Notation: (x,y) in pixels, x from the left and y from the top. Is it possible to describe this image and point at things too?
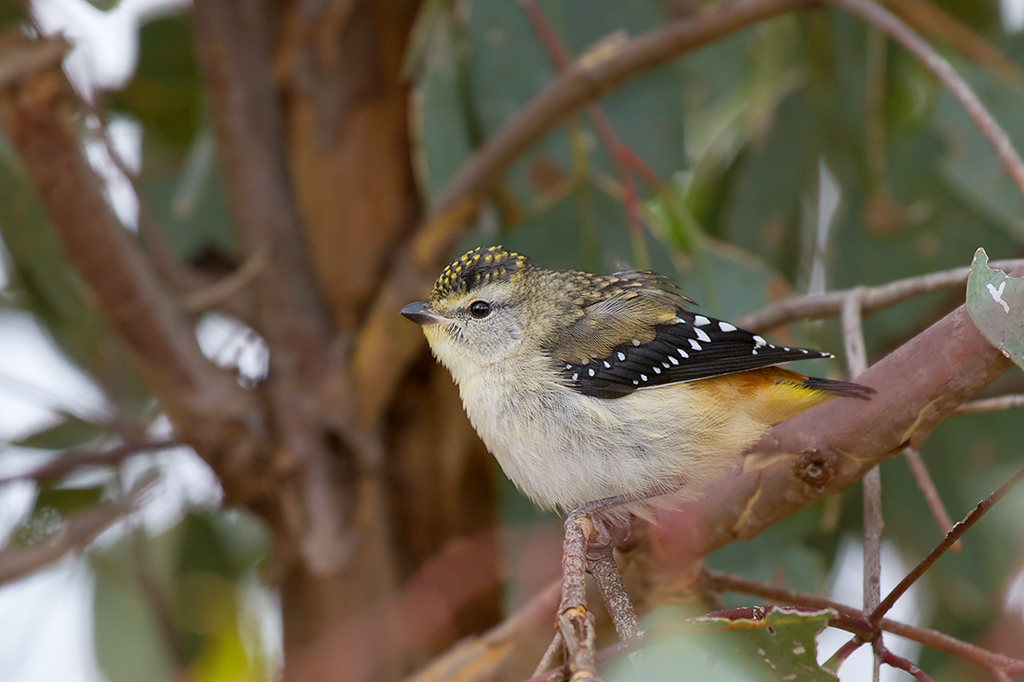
There is a bird (543,398) on a tree (677,600).
